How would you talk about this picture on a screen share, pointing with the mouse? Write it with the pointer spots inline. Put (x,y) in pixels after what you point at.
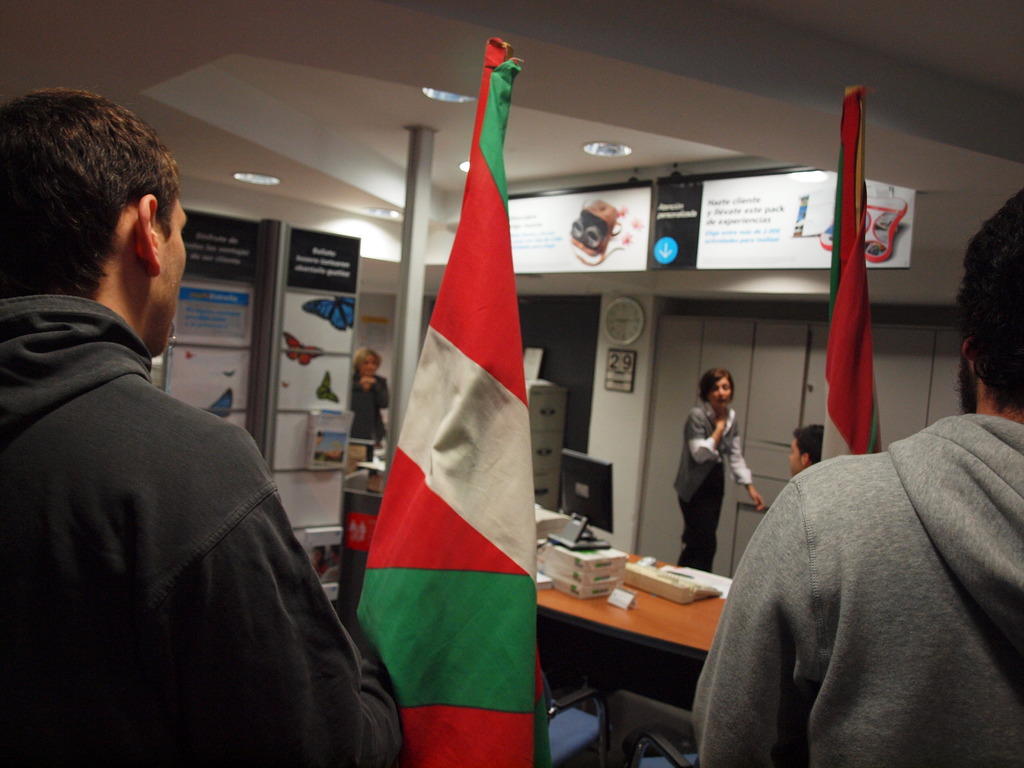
In this image I see 5 persons (199,753) and 2 flags (450,432), few boards (244,277) and pictures (215,308) on it and I can also see a table (586,679) and few things (602,523) on it and I can also see a clock (613,336) on the wall (629,346).
